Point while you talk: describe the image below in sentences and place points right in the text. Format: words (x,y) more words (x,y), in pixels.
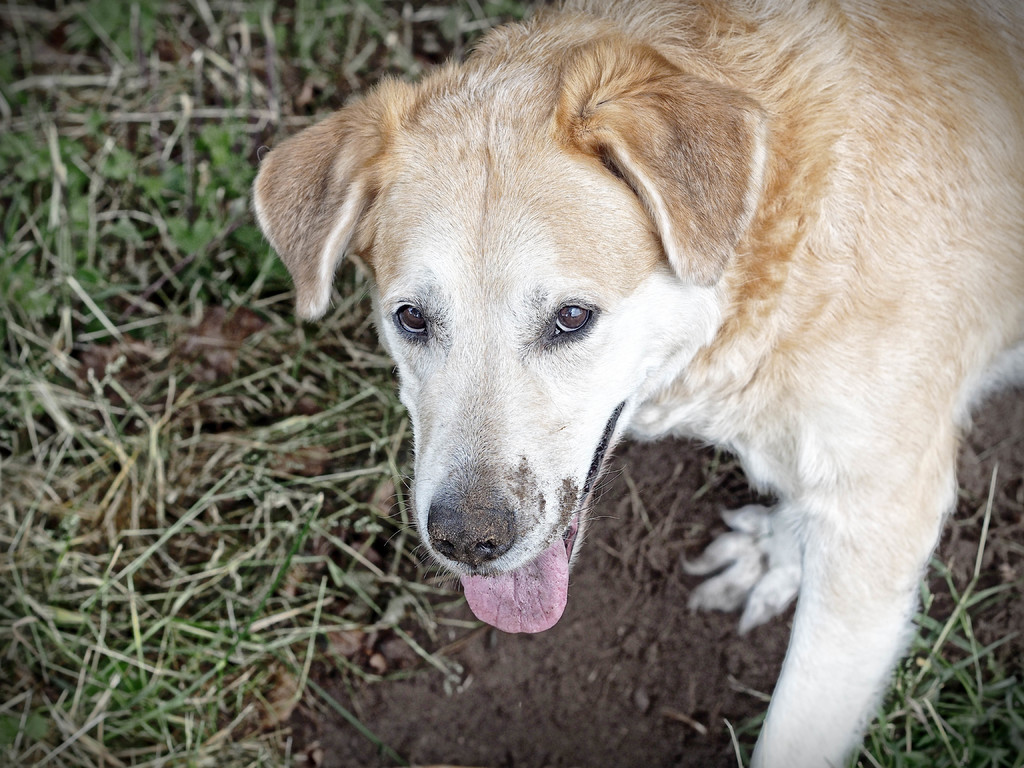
In this image there is a dog (553,485). At the bottom (310,620) we can see grass (227,669).
